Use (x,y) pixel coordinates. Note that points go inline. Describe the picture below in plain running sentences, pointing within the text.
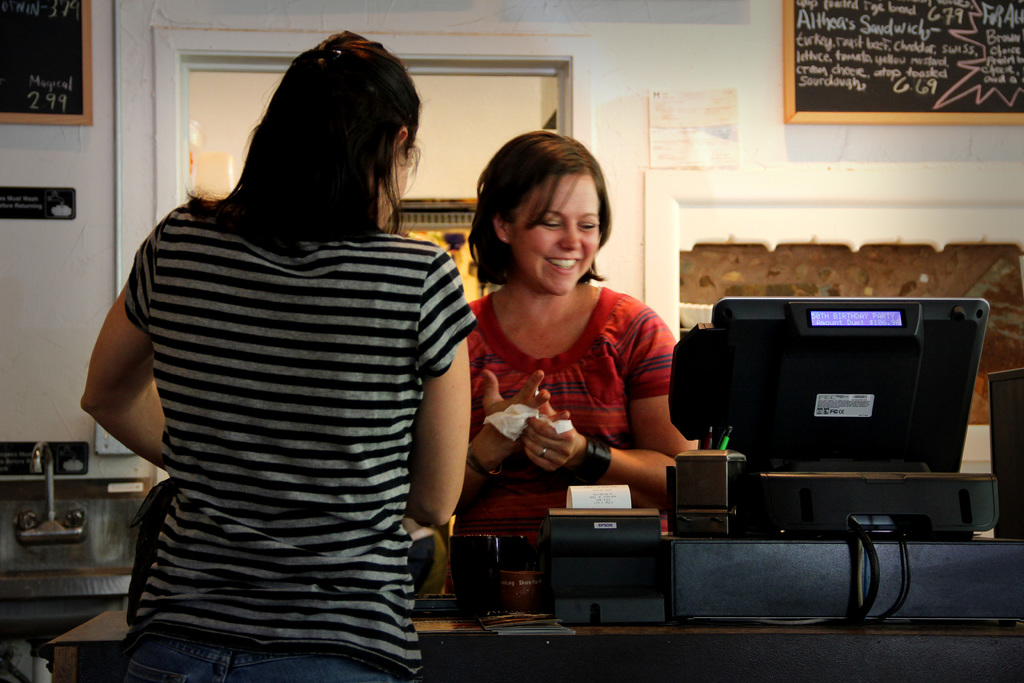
In this picture we can see two woman (361,475) standing where one is smiling and in front of them we can see monitor (865,418), pen stand (711,471) with pens (706,437) in it, bill machine (610,557) on table (426,626) and in background (514,87) we can see frames (19,40) on walls (744,112).
